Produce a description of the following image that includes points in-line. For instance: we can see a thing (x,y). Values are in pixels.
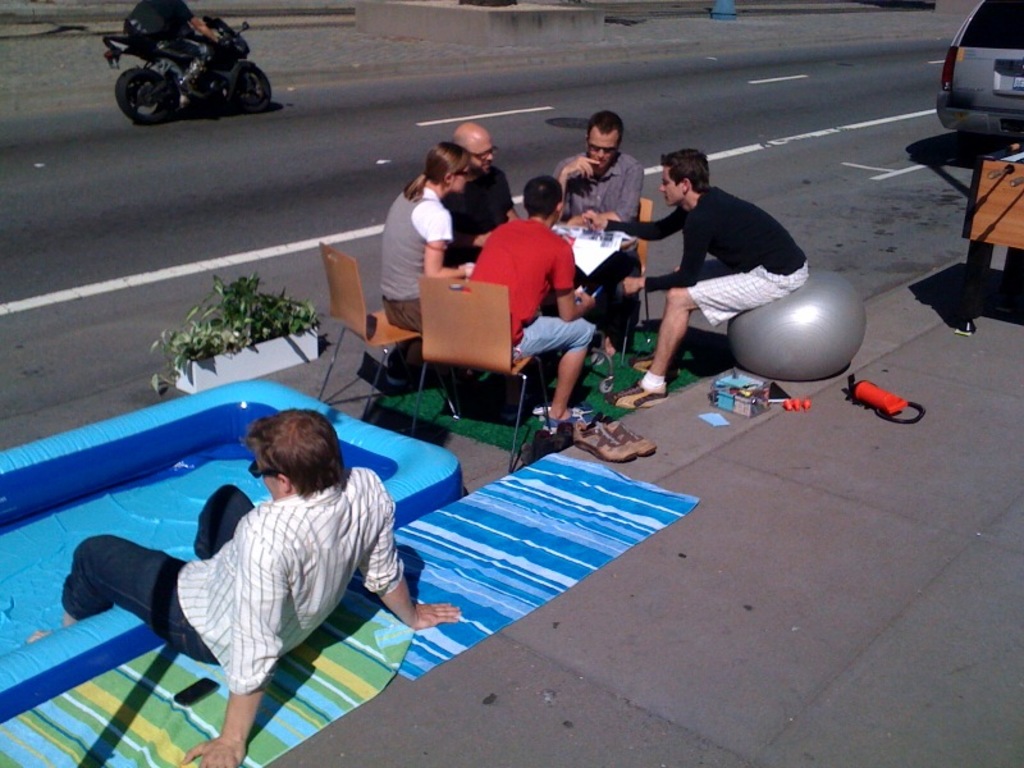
At the bottom of the image (349,735) there is a footpath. Behind the footpath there are few people (457,248) sitting on the chairs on the road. And also there is a man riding a bike (223,60) and also there is a car (957,90).
